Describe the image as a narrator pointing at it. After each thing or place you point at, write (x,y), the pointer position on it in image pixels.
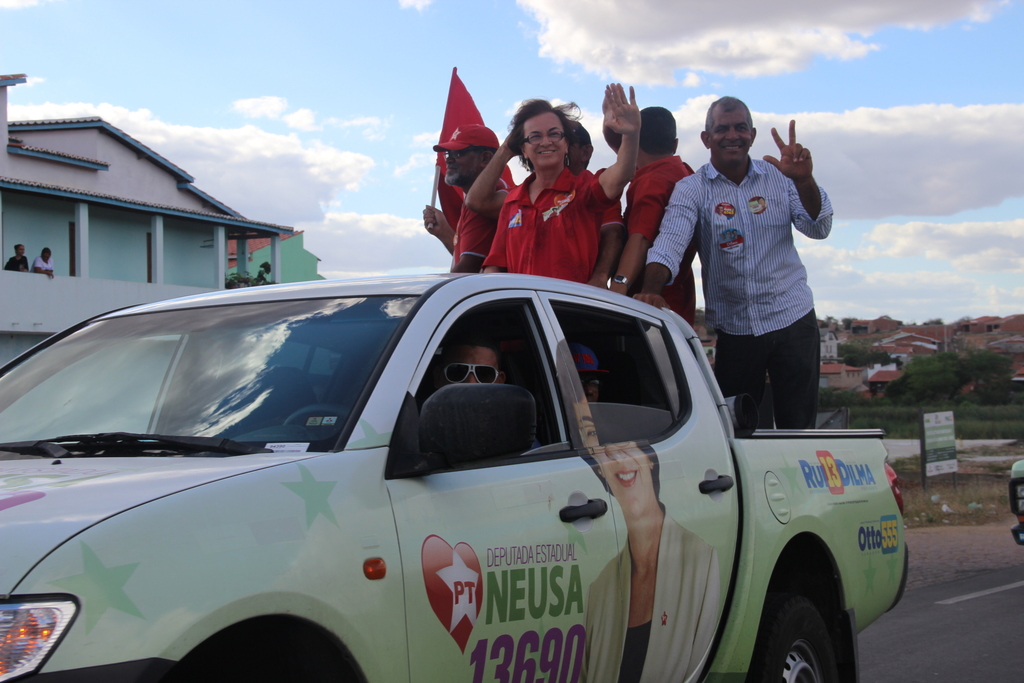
In this picture we can see some people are sitting in a vehicle (370,382) and some people (626,216) are standing on the vehicle (233,456). Behind the vehicle (323,435), there are houses (190,255), board (926,445), trees (921,376) and the sky (897,99). In the balcony (31,272) there are two people (35,262) standing. A person (483,238) on the vehicle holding a stick (438,177) with the flag (466,104).
